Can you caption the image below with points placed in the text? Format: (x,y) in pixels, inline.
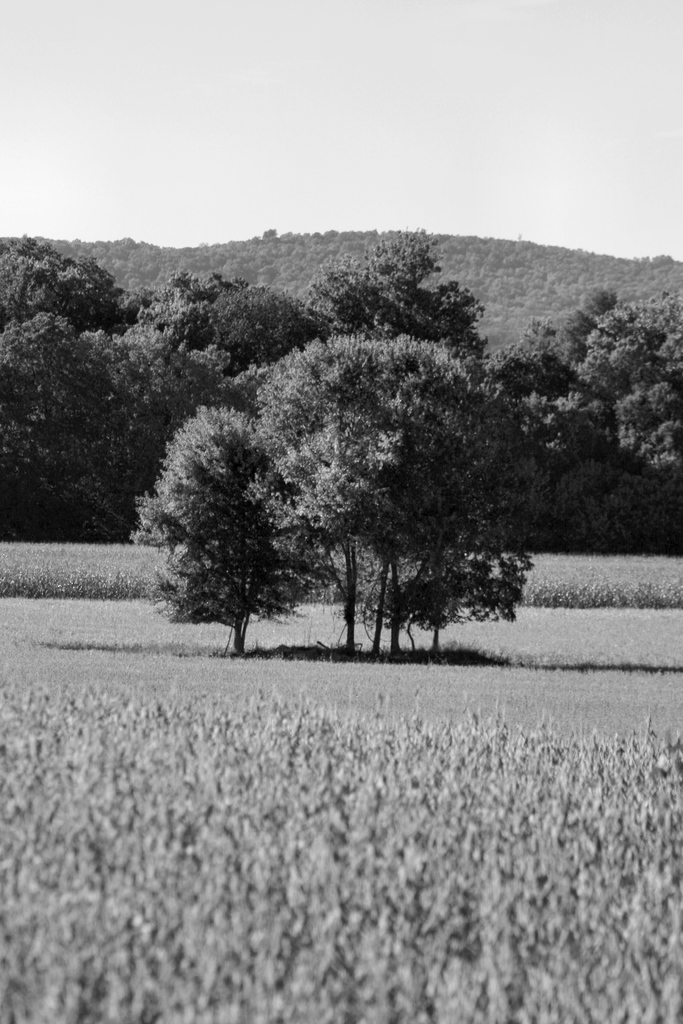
This is a black and white image. In this image we can see trees (169,400). In the background (198,62) there is sky (419,93). Also there are plants (454,773).
